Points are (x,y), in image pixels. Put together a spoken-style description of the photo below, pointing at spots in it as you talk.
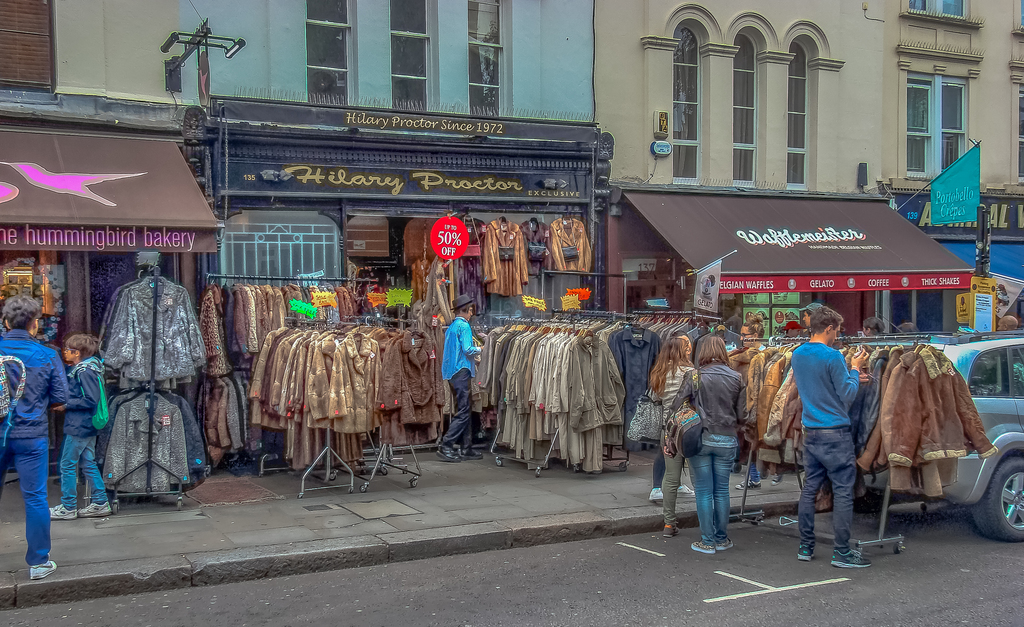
In this picture there are stalls (586,130) in the center (369,240). Before the stalls (484,317), there are jackets (546,340) hanged to the holders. There is a man (822,350) towards the right (845,413) wearing a blue t shirt (833,395) and checking the jackets (859,406), beside him there are two woman (711,349). In the center (445,340) there is a man (458,330) in blue shirt (464,346) and a black hat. Towards the left (1,433) there are two persons (1,440). At the bottom (480,557) there is a road (595,580). Towards the right corner (1004,419), there is a vehicle (993,358).
